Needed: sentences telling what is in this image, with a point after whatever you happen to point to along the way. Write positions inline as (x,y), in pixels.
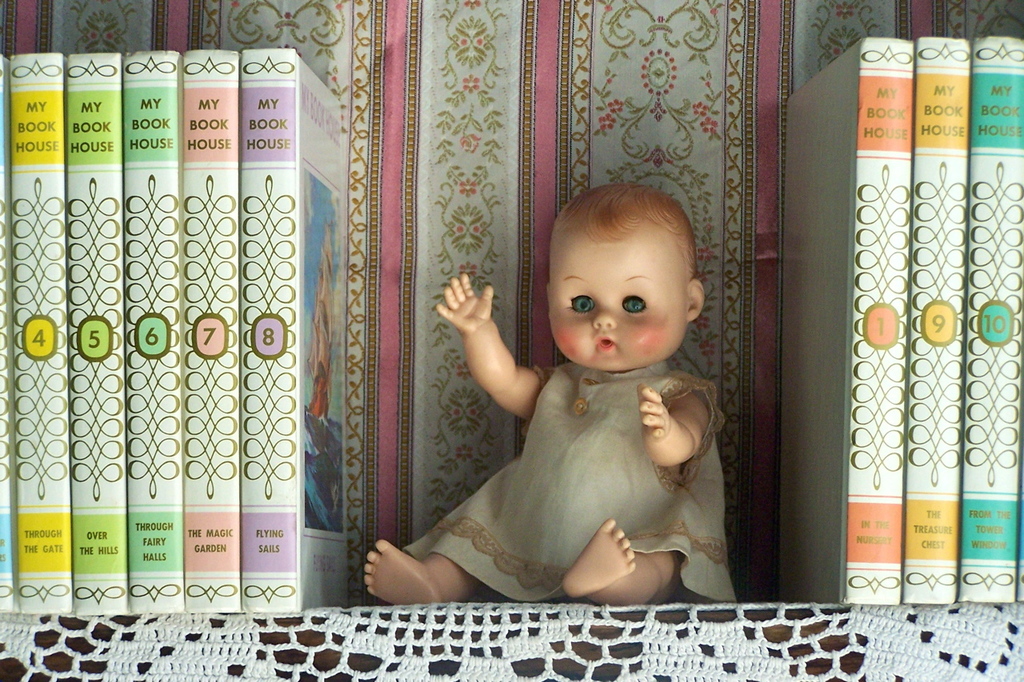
In the center of the image (568,424) there is a doll (574,342) placed on the table (756,612). On the left side of the image (329,329) there are books (184,425). On the right side of the image (1010,106) we can see a books (898,410). In the background (663,58) there is a wall (491,78).
